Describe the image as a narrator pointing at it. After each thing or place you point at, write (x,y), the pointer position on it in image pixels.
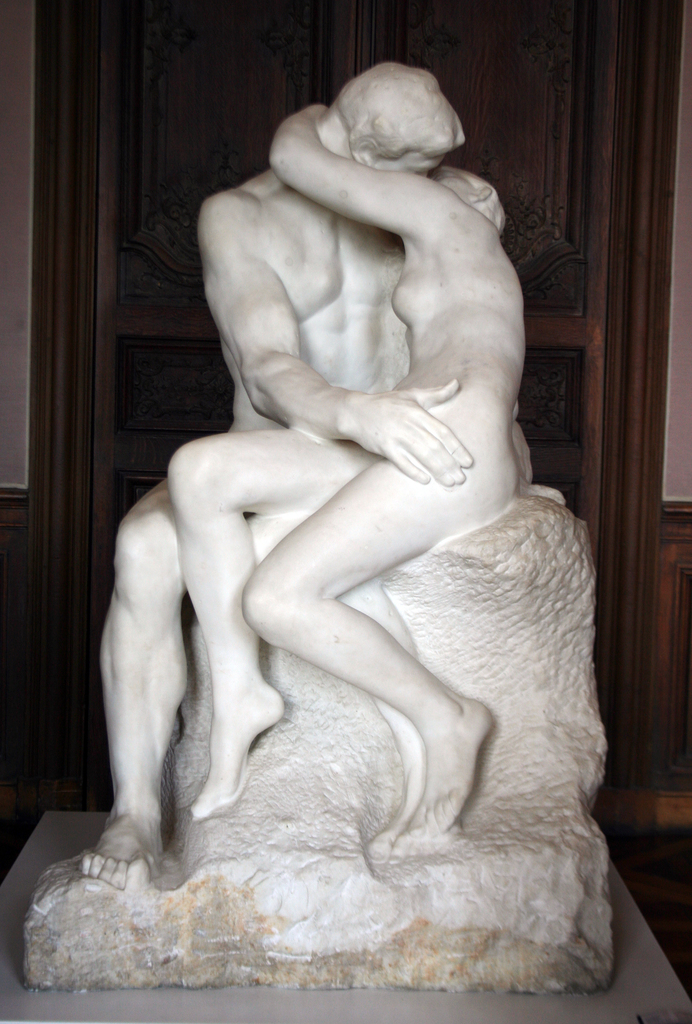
In the image we can see there are human statues (362,473) sitting on the rock (509,792) and behind there is a door (217,184).
